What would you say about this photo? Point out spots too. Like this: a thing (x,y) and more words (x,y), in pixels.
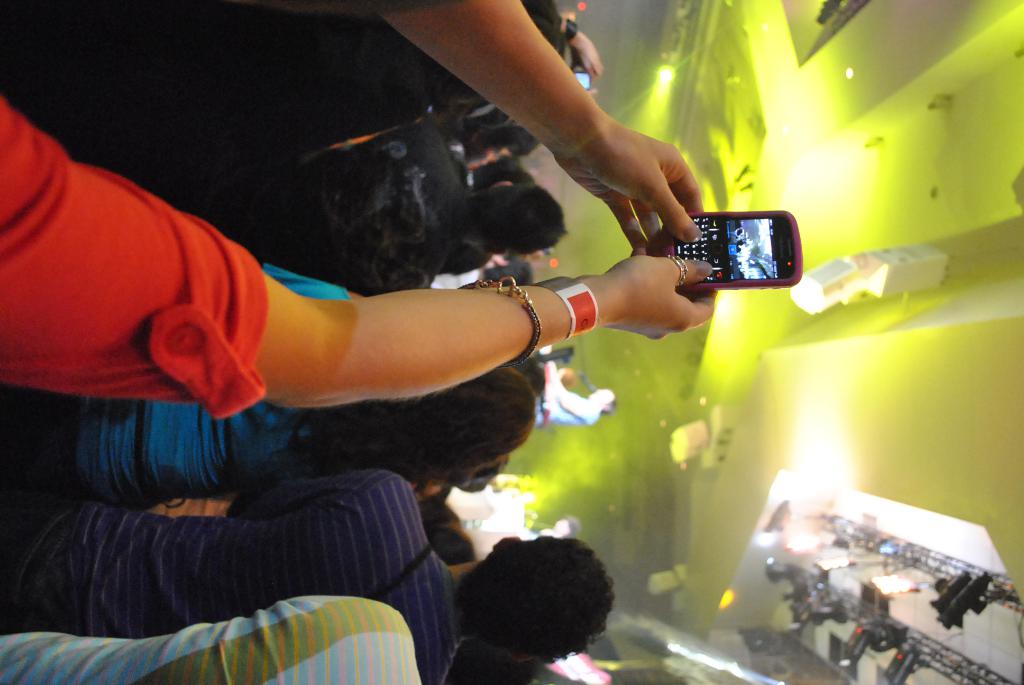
This image is in wrong direction. On the left side (212,429), I can see few people (198,436) are standing and a person (210,356) is holding mobile (744,263) in the hand (703,272) and capturing the pictures. In the background (564,403), I can see few people (572,419) are standing on the stage (539,473). On the right side (836,378), I can see some lights (831,488).
